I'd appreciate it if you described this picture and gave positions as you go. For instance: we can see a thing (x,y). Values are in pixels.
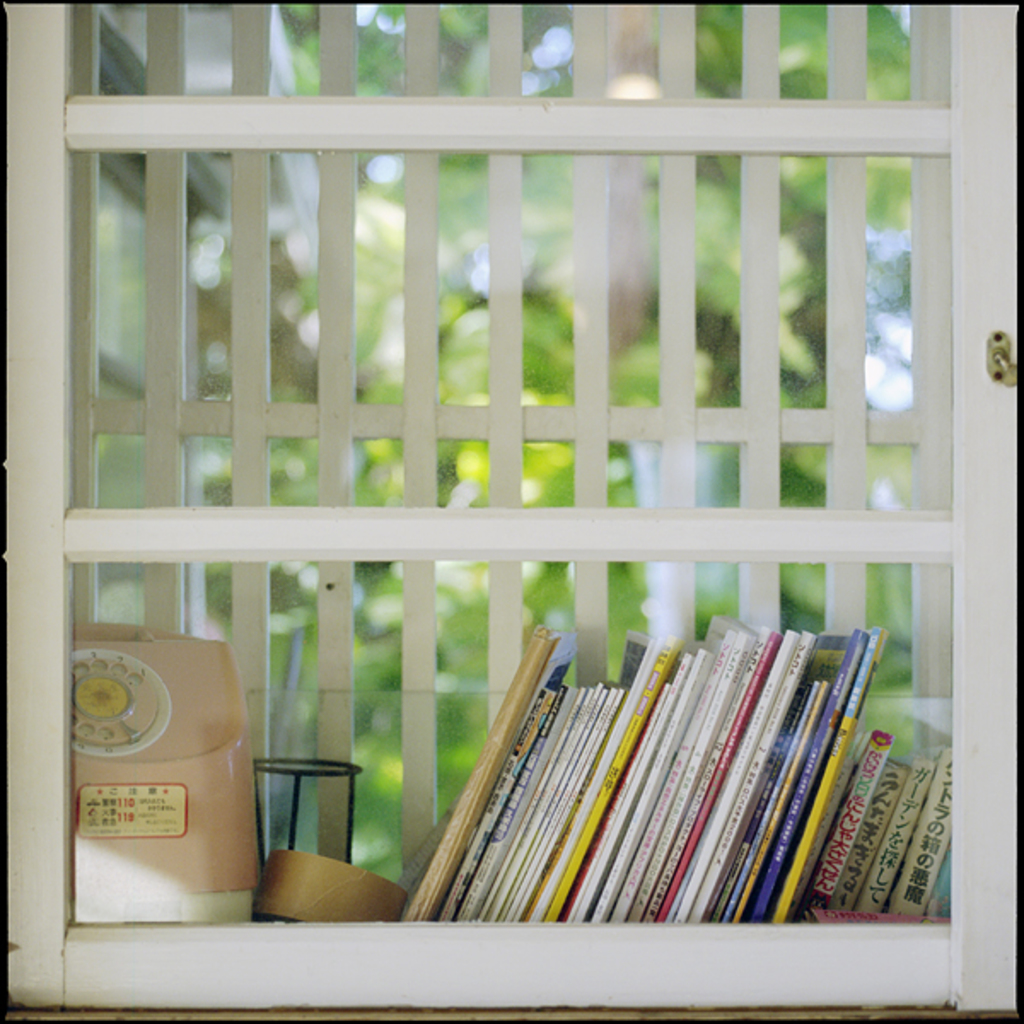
In this image we can see books (603,815) and some objects (327,877) placed in the rack (616,971). In the background (634,379) we can see trees (893,208) through the glass (435,405).
